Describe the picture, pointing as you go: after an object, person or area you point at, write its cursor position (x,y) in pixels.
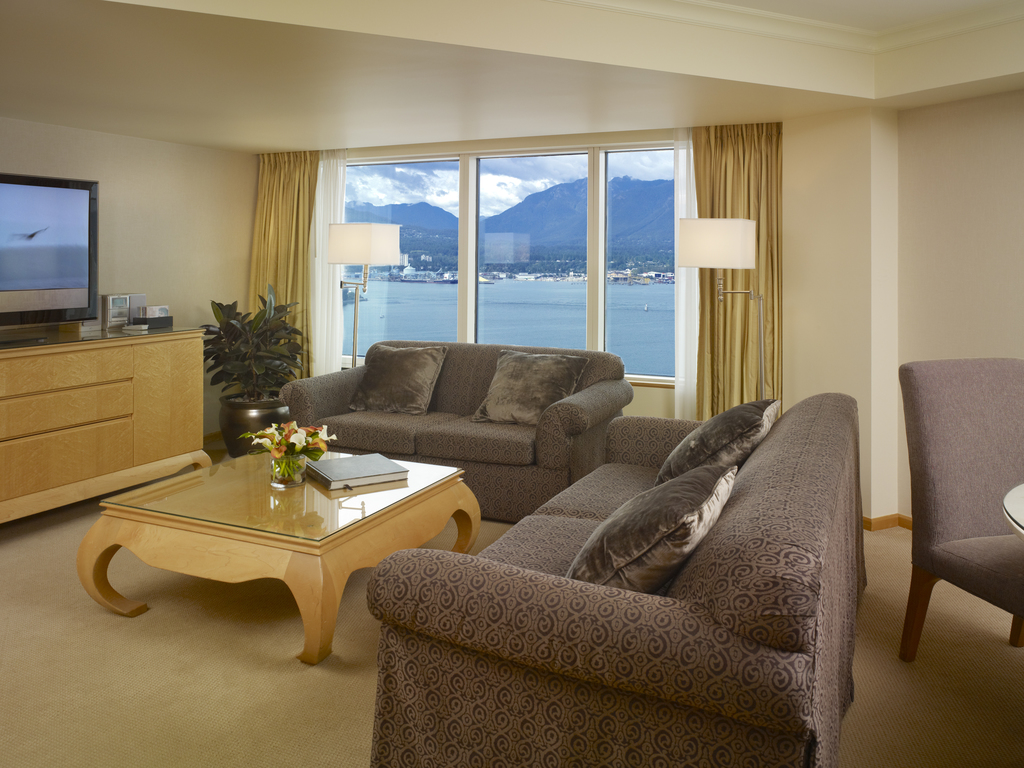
There is a flower vase (285,454) and a book (333,463) on a table (339,528) near pillows (376,381) arranged on the two sofas (749,581) which are on the floor (244,727). In front of them, there is a monitor (93,276) and other objects (144,317) on the table (82,358). On the right side (975,565), there is a chair (996,564) arranged on the floor (958,646). In the background (347,194), there is a glass window (604,311). Through this window (624,315), we can see, there is water (575,300), a mountain (663,211) and clouds (438,168) in the sky (438,168).
